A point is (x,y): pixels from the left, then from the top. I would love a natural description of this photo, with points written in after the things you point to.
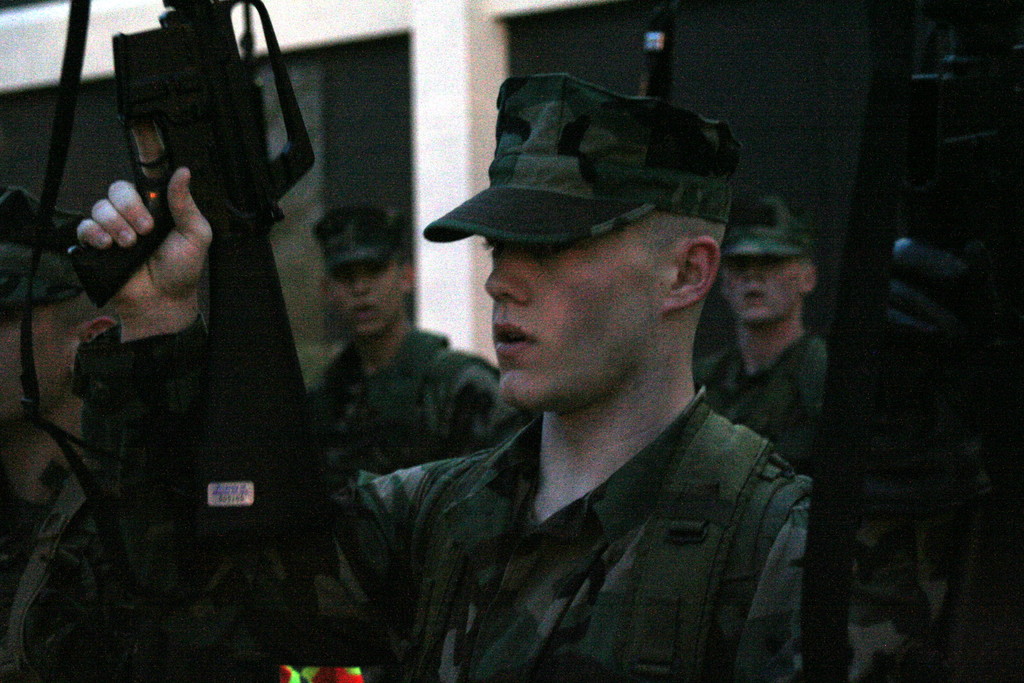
In this image we can see people (633,386) standing and holding rifles (227,428). They are wearing uniforms (492,478). In the background (485,72) there is a wall (750,67).
